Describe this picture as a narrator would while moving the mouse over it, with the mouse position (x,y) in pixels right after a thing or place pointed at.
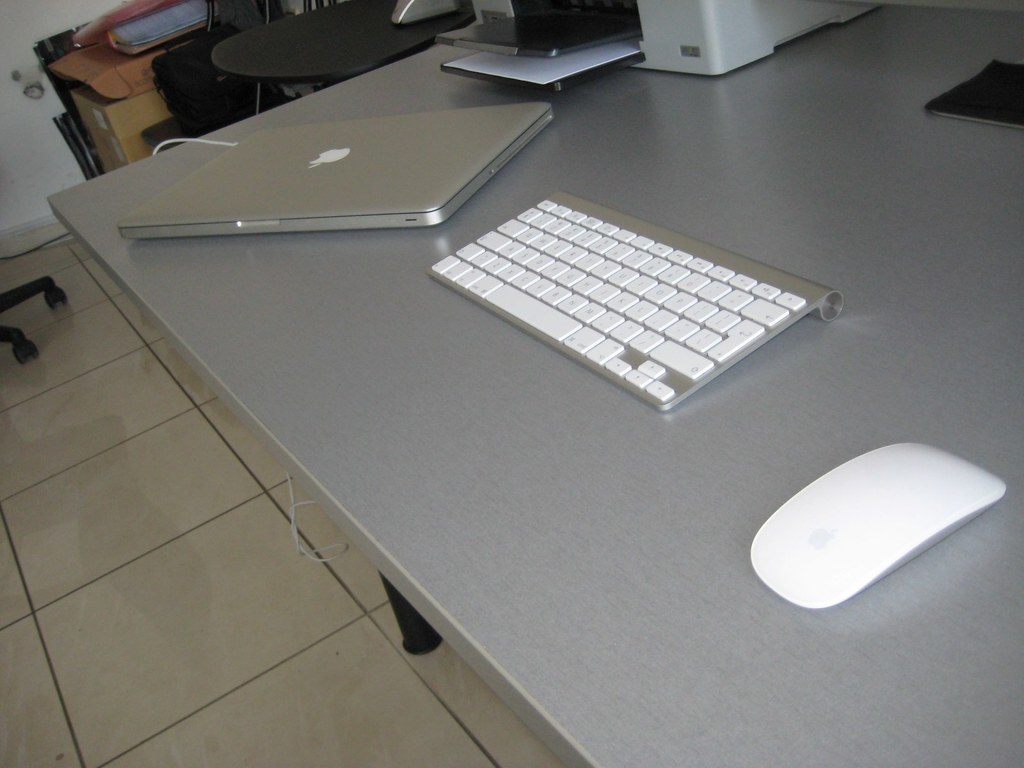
There is a laptop (255,202), keyboard (658,323), mouse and printer (635,40) on the table (489,365). In the background (240,63) there are tables (254,40) and chairs (20,352).
